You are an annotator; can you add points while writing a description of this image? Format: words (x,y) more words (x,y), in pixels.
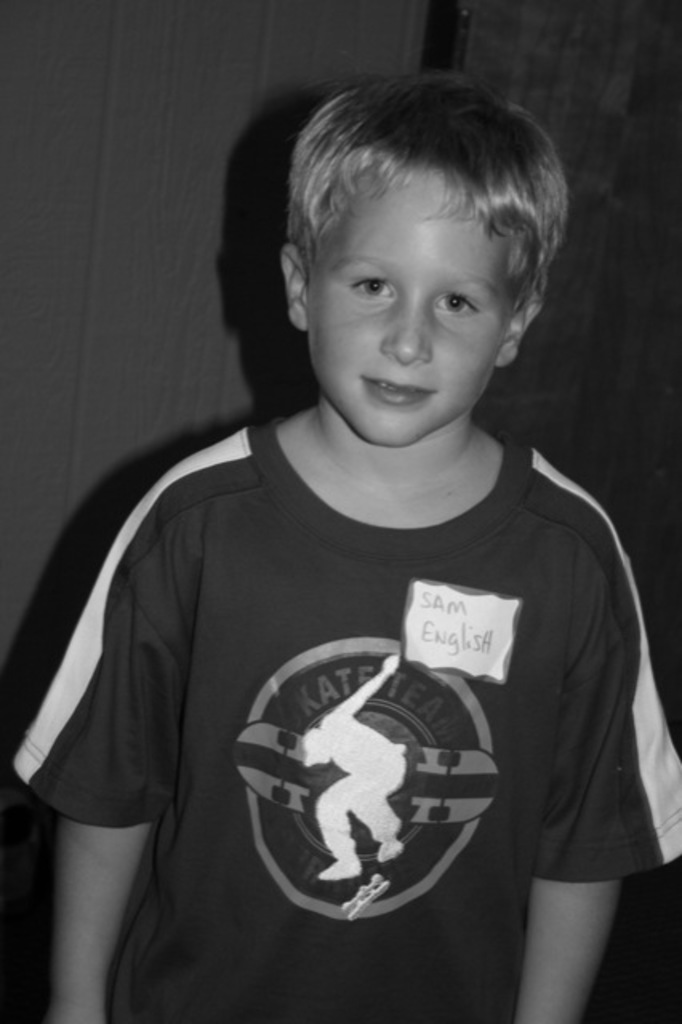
In this image we see a boy (418,390) standing. In the background (160,242) there is a wall (615,272).
